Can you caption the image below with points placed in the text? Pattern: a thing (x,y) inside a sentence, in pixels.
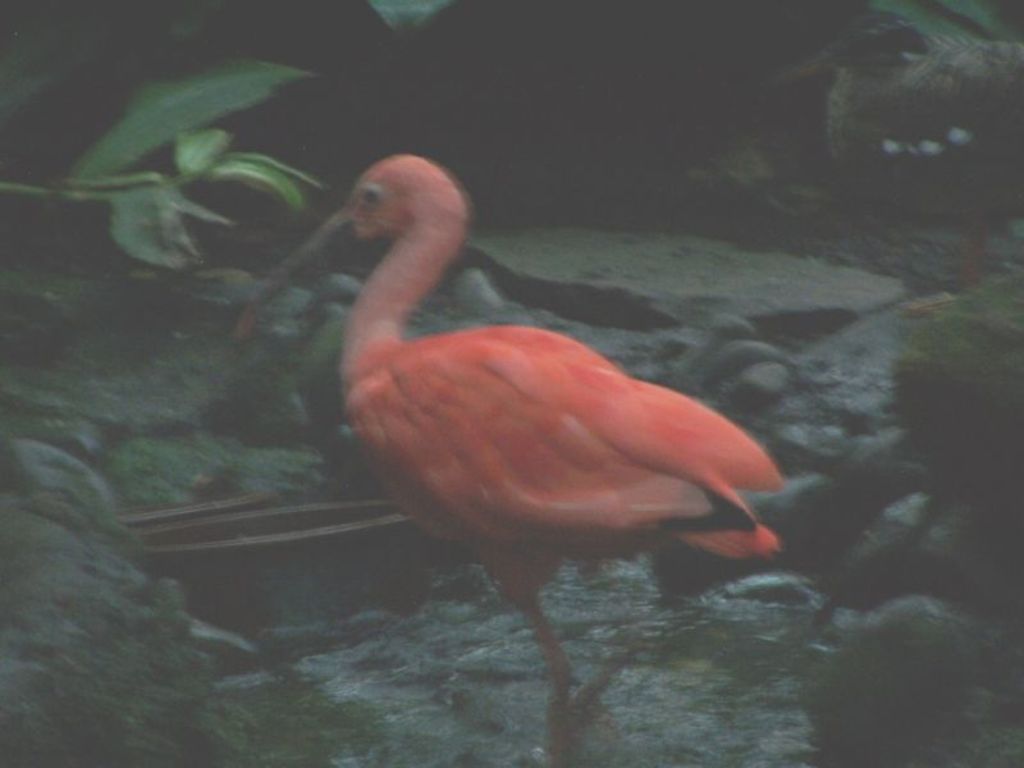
As we can see in the image there are rock (21,461) and orange color crane (425,396).
